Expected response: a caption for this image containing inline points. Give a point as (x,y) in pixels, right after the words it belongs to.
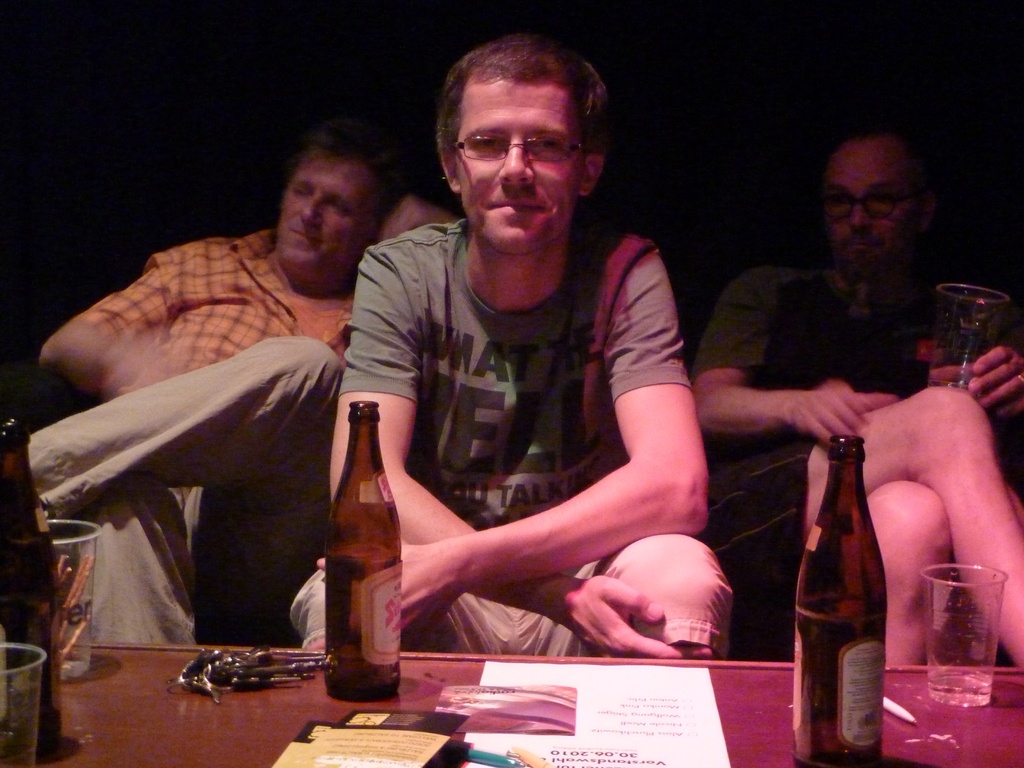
There are three men (650,381) sitting here. Two of the men (541,187) are wearing the spectacles (544,152). And the guy (773,391) in the right side (955,345) is holding a glass (968,378). In Front of them there is a table (456,714) and paper (512,719) on the table (115,697). There are three drink bottles (24,575) on the table (103,689) and Some keys (235,680) on it.
